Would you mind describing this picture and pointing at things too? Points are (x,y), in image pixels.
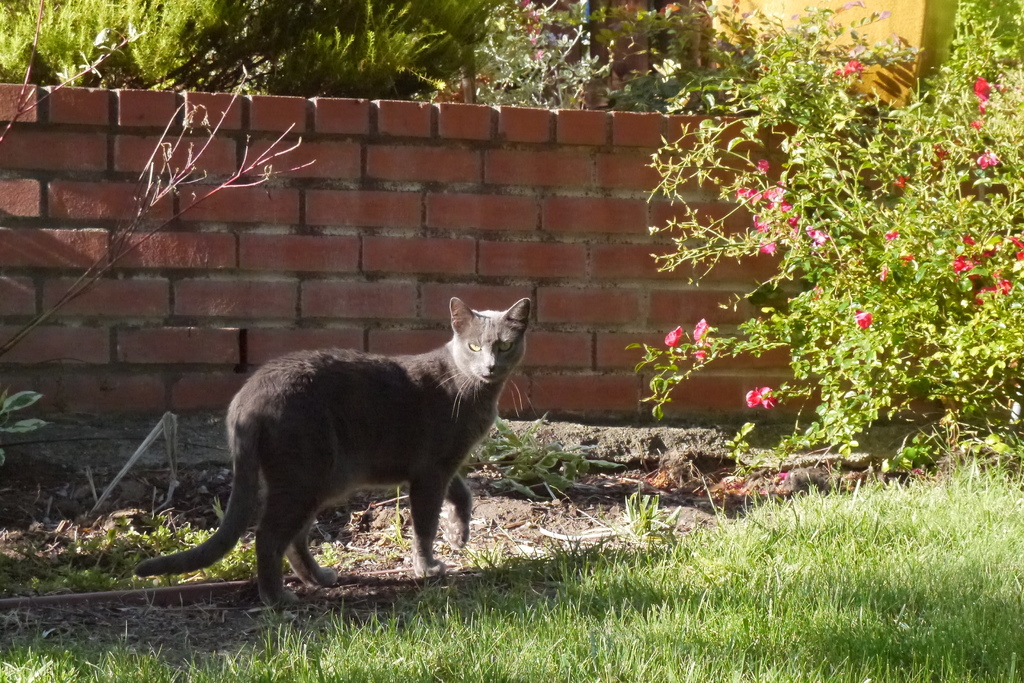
In the center of the image (351,447) an animal (319,500) is there. In the background of the image (503,215) we can see wall (560,209), some plants (778,225), flowers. At the bottom of the image (640,605) we can see some grass (657,597).
